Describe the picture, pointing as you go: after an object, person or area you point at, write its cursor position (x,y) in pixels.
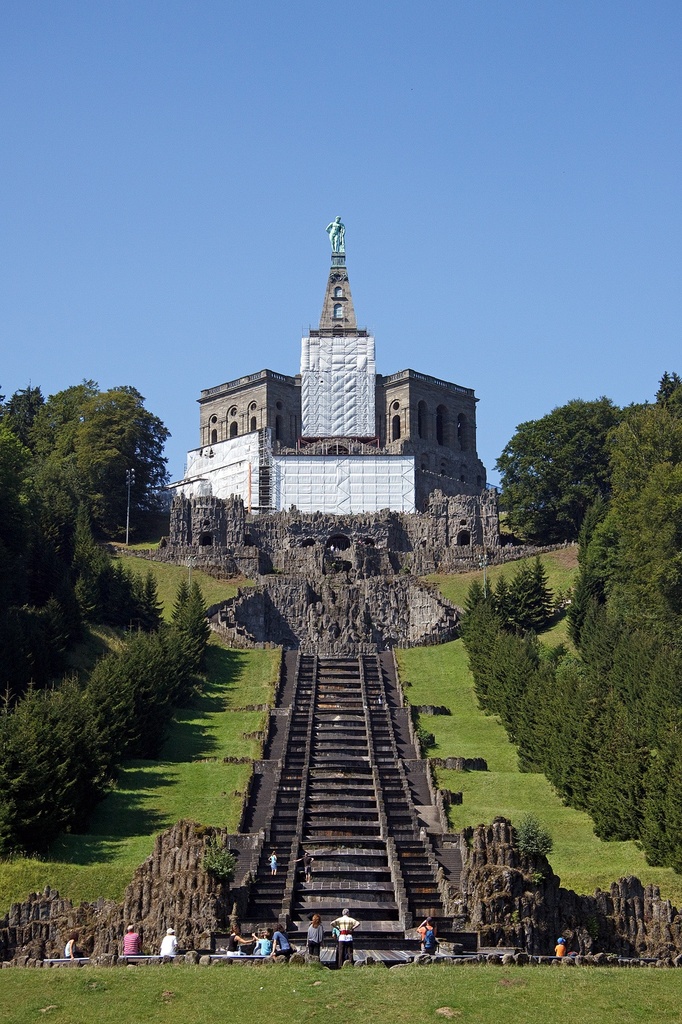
In this image I can see few buildings (338,478), few stairs (335,752), few people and few trees (597,659) in green color. I can see the sky (288,107) in blue color.
